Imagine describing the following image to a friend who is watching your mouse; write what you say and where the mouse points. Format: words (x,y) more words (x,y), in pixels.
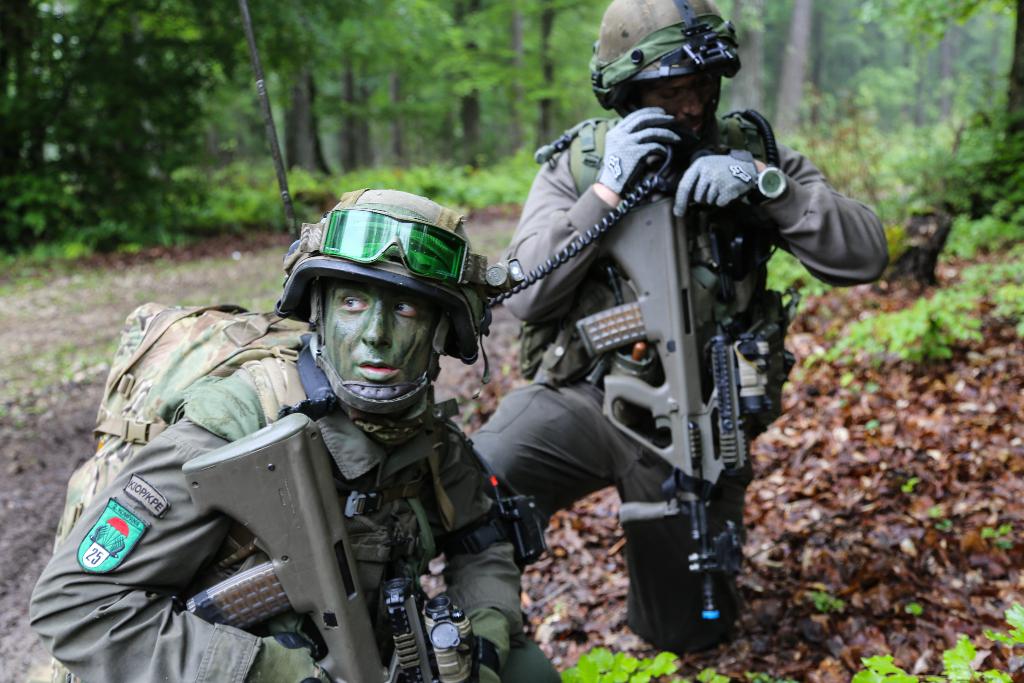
In this image we can see two persons (147,597) wearing uniforms (139,562), helmets (458,228), gloves (489,609) and backpacks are holding weapons (718,370) in their hands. The background of the image (806,114) is blurred, where we can see dry leaves (792,412) and trees (1007,41).
